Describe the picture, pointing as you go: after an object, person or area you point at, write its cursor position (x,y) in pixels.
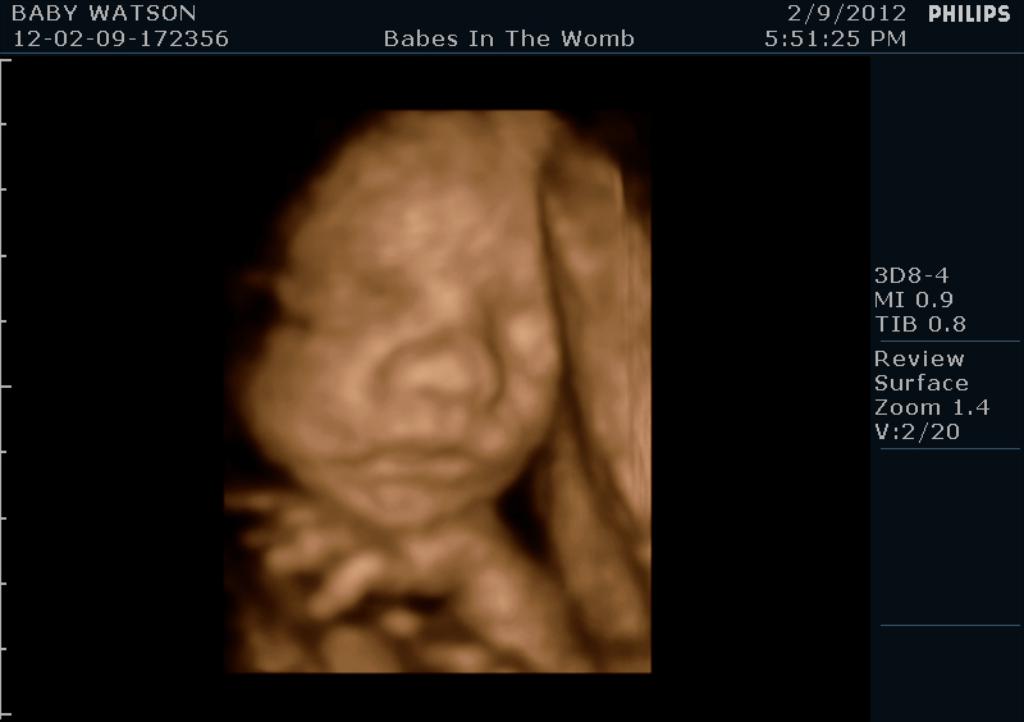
In this picture we can see a screen (226,514) and on this screen (470,155) we can see a baby (394,504) and some text (71,15).
